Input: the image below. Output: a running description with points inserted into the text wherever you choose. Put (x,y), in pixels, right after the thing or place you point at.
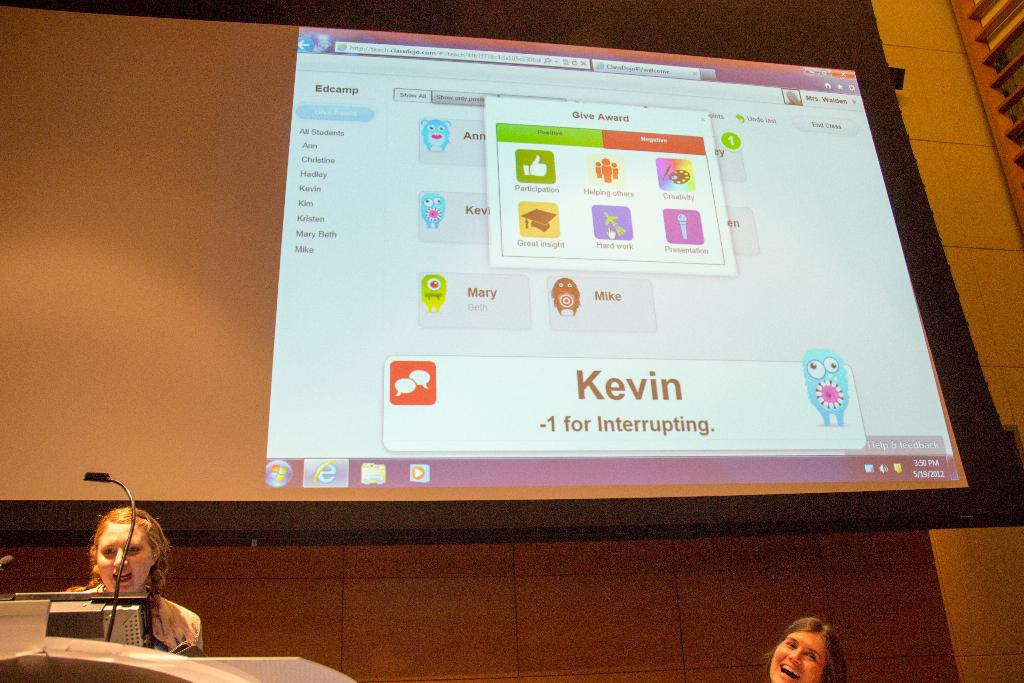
In the center of the image (486,303) we can see a screen (452,228). At the bottom of the image (163,678) we can see a podium (80,649). On podium (57,643) we can see screen (115,626) and mic (108,631) and also we can see two ladies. In the background of the image (669,673) we can see the wall (731,572). On the right side of the image (1018,65) we can see a window (998,77).
